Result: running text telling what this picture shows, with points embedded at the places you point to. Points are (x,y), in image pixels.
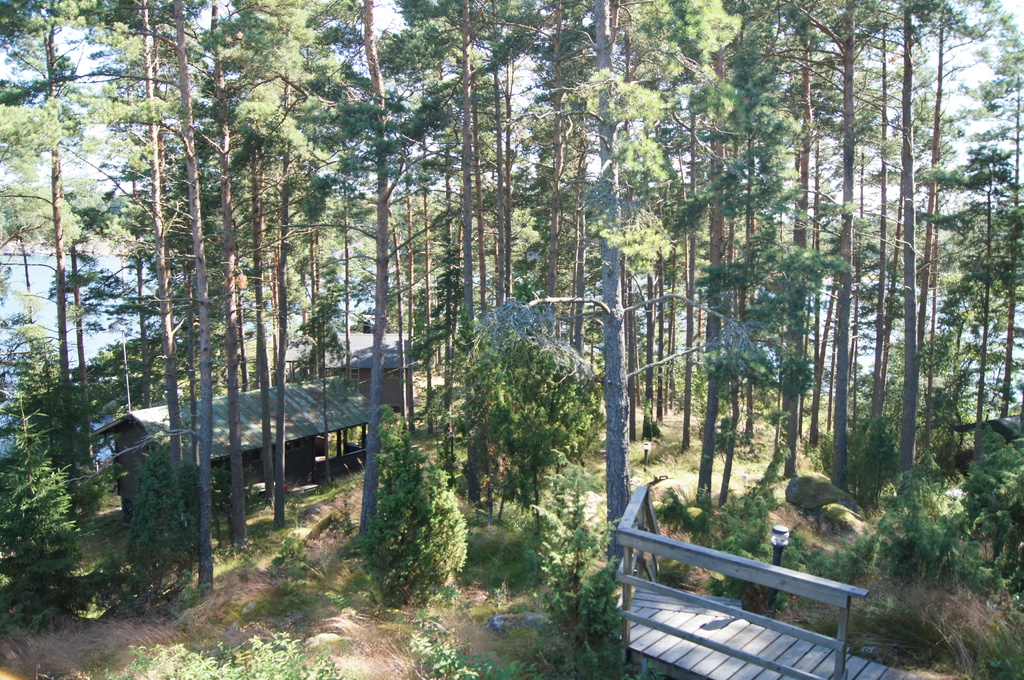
In the center of the image (361,346) there is a wooden house (131,480). In the background of the image (668,286) there are trees (674,152). At the bottom of the image (334,649) there is grass (224,642).
